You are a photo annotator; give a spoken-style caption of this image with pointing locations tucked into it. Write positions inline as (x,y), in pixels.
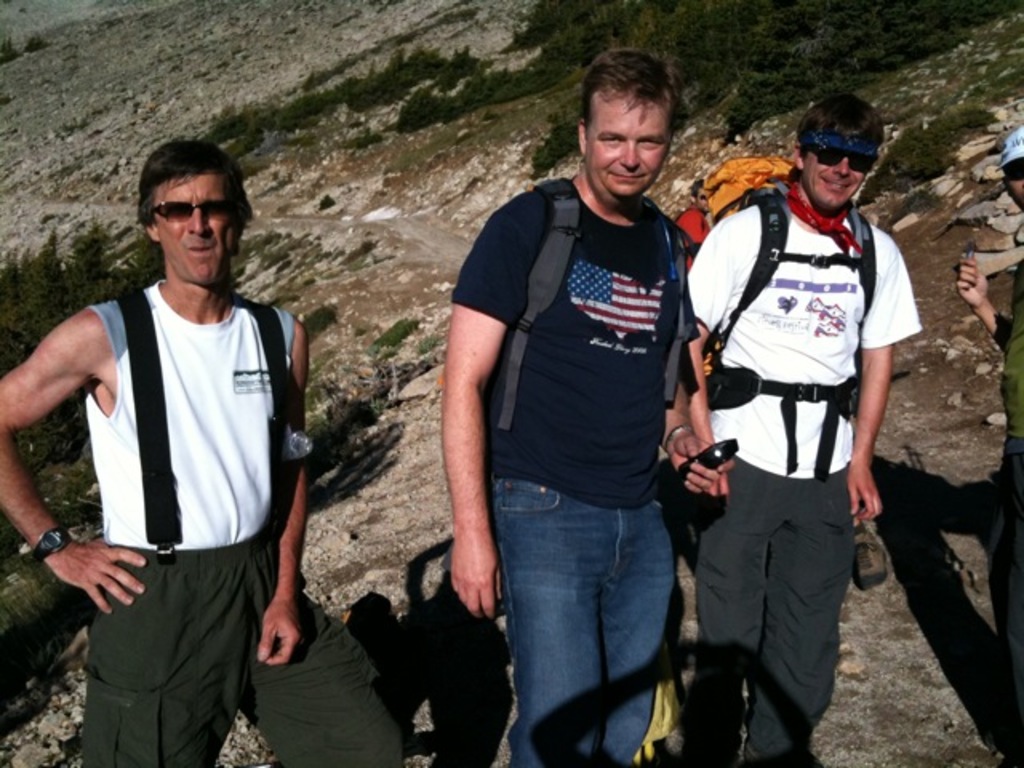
In this image, we can see people (98,463) wearing bags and one of them is holding a mobile (710,467). In the background (414,152), we can see trees (601,25) and hills (395,160).
